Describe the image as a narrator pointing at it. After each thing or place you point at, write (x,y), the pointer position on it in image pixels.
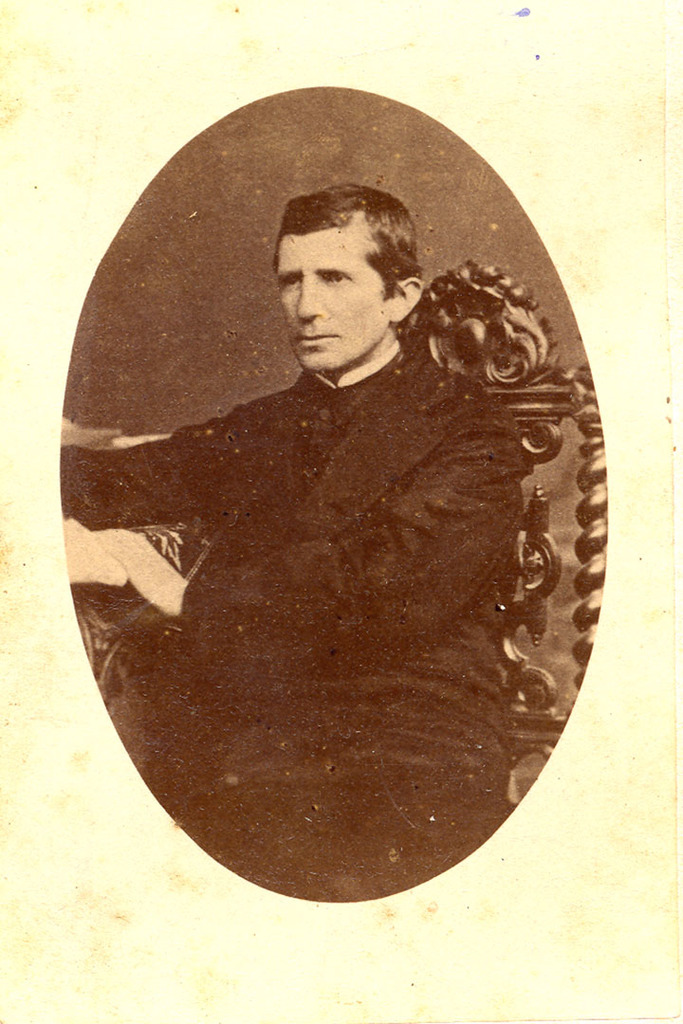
This is a black and white picture. In this picture, we see a man (388,541) is sitting on the chair (521,604). Beside him, we see a table (122,652). In the background (271,191), it is black in color. This picture might be a photo frame (609,725). In the background (318,44), it is light yellow in color.
